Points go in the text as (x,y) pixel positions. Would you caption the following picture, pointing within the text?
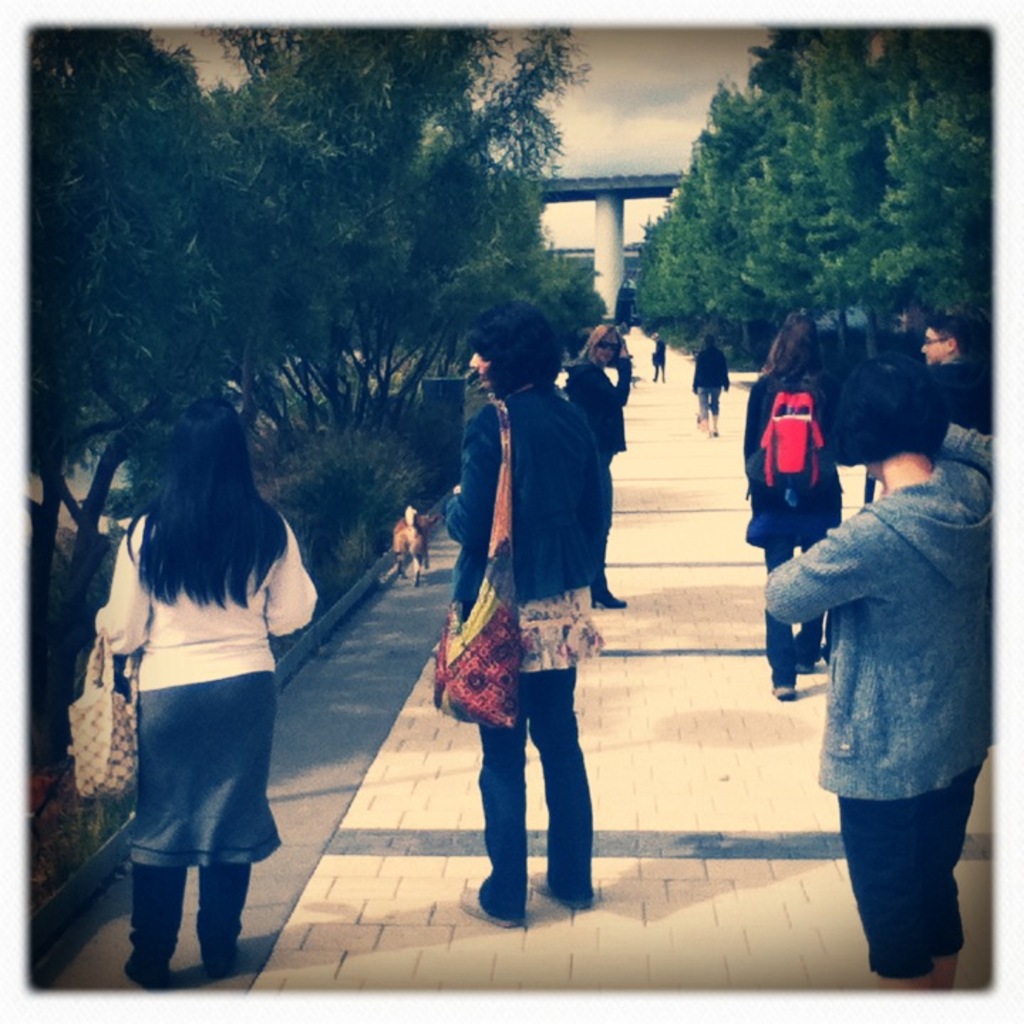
In this picture we can see a group of people (147,792) where some are standing and some are walking on a path (520,943), bags (772,445), dog (407,520), pillar (616,265), trees (452,243), bridge (643,178) and in the background (602,97) we can see the sky (647,83) with clouds (644,135).
